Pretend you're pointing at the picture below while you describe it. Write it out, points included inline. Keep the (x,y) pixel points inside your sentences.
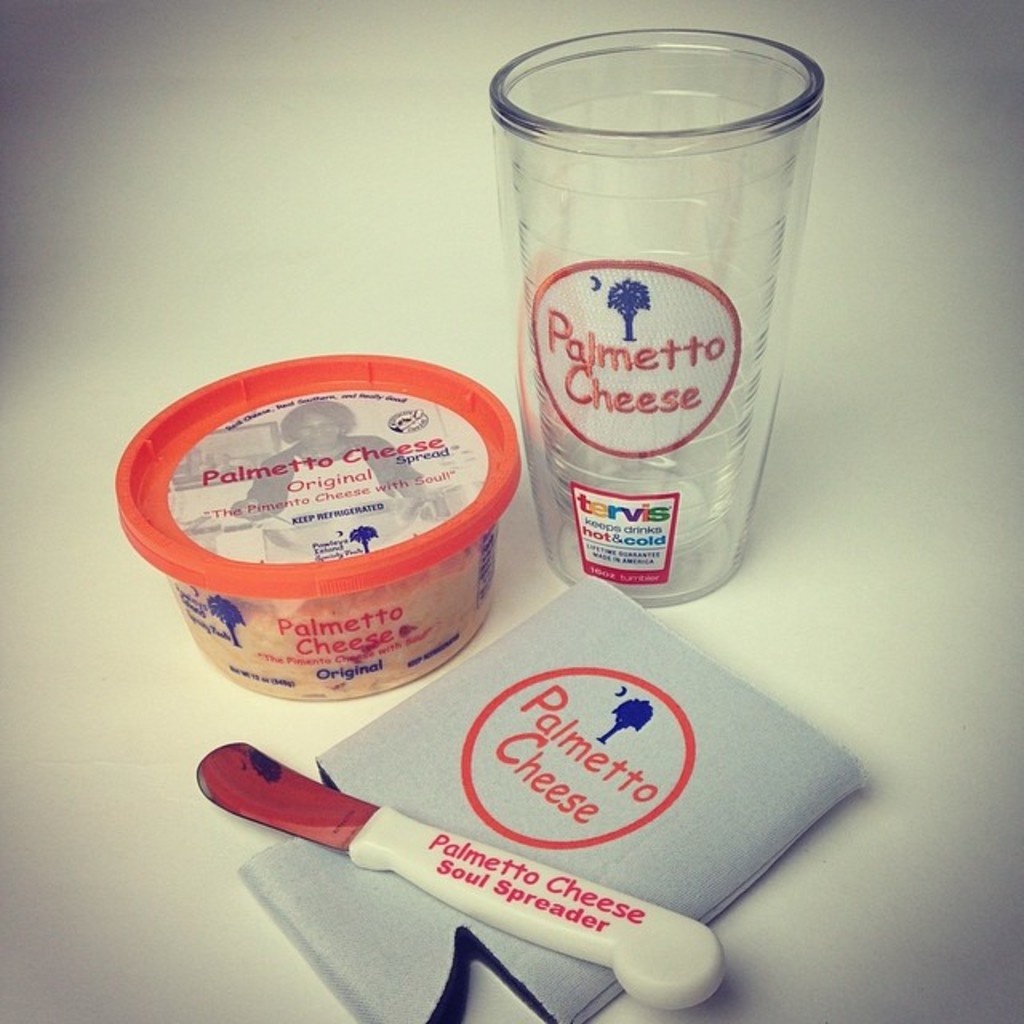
In this image, I can see a box (473,500), glass (696,514) and an object (386,847). This is a kind of a knife (473,872). The background (915,792) looks white in color.
